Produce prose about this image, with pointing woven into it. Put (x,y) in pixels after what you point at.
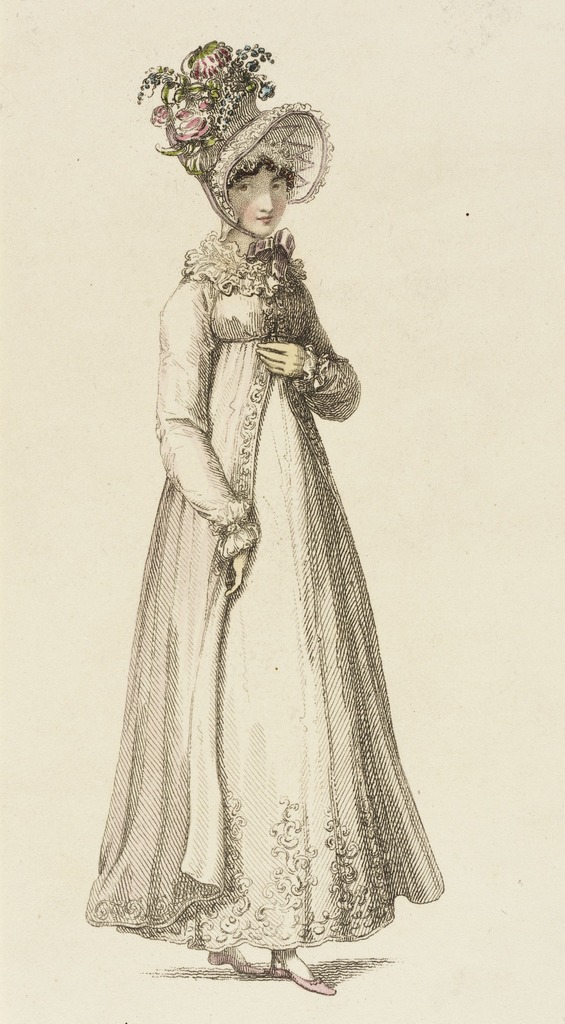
In this image, we can see a sketch (253,396) of a lady (245,253) wearing costume (223,358) is on the paper (453,722).
